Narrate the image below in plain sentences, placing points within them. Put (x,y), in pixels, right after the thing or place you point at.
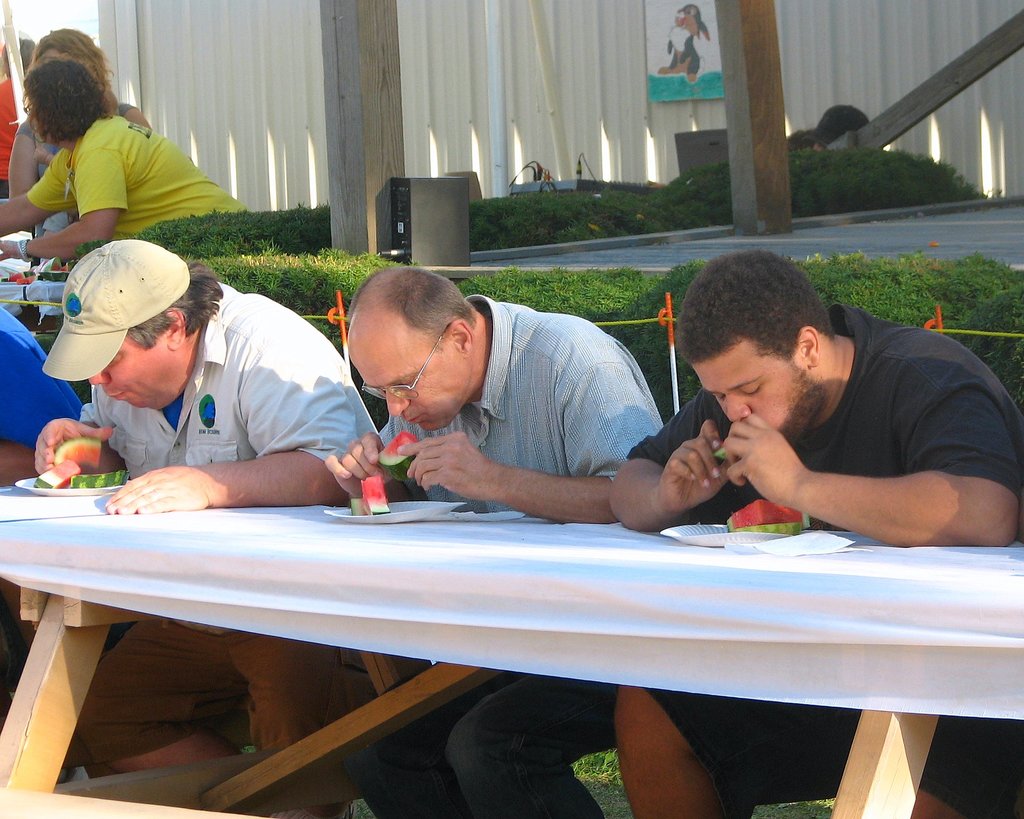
In this image, There is a table (762,602) which is covered by a white color cloth (643,631) and there are some food items (386,497) on the table (20,517) and there are some people (892,489) sitting on the chairs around the table (382,544) and in the background (379,419) there are some green color plants (663,348) and there is a white color wall (587,85).
